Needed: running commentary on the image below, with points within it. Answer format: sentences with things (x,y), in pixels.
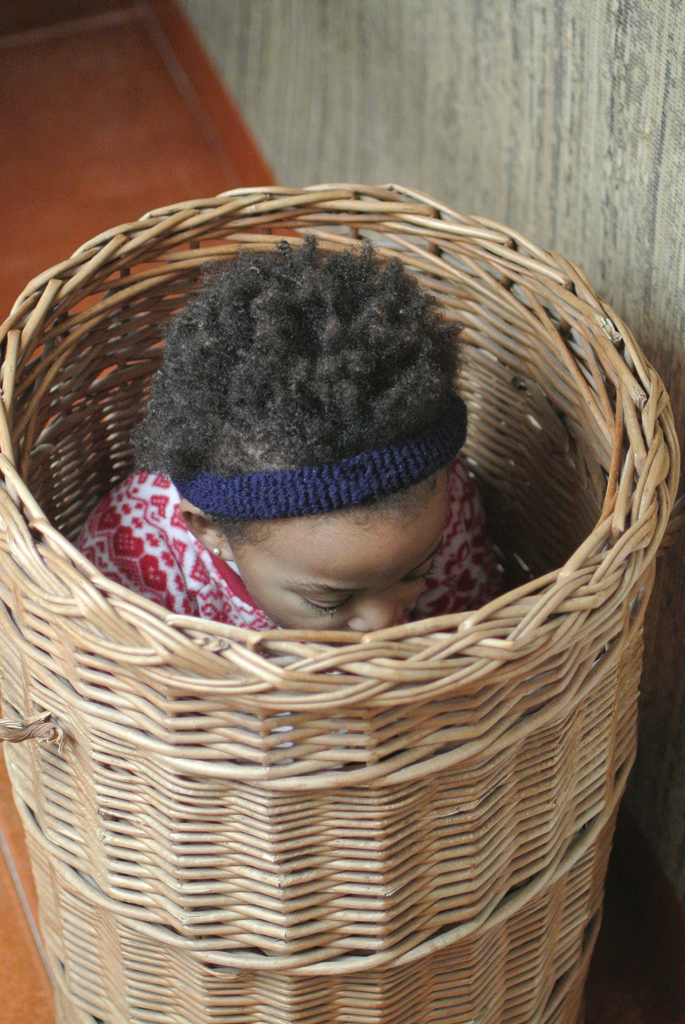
In this picture we can see one girl (341,479) is sitting in the basket (256,743).
